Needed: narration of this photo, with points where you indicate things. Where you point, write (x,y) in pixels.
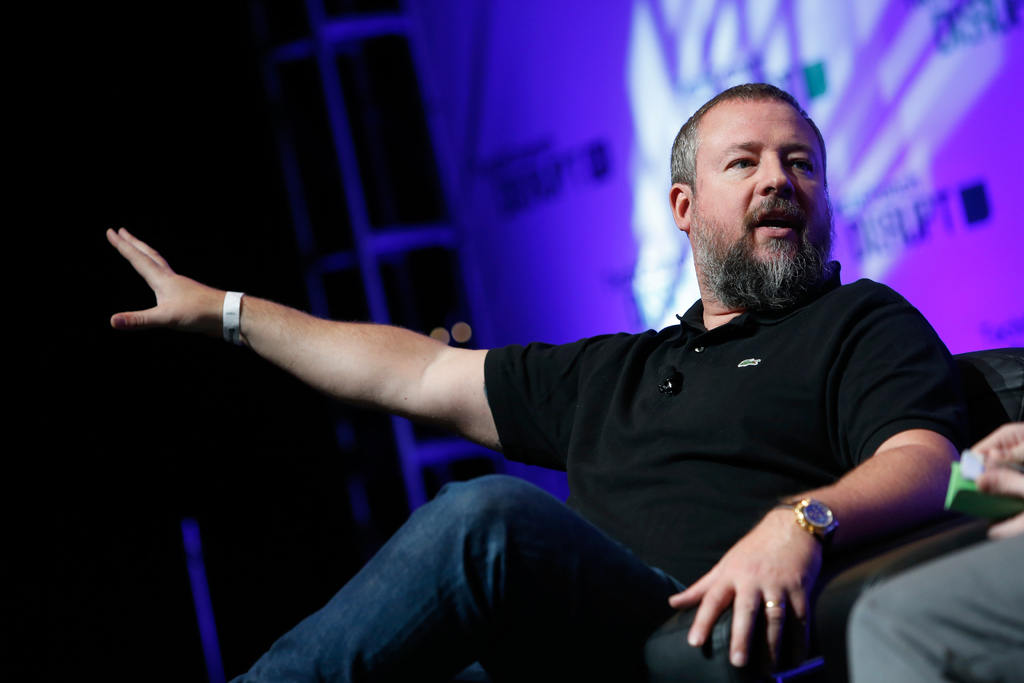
In this image we can see a person (684,438) wearing black color T-shirt (630,463) sitting on chair (803,626) also wearing watch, wrist band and in the background of the image (679,49) there is white color sheet (651,19) on which some blue light (629,236) is falling.
